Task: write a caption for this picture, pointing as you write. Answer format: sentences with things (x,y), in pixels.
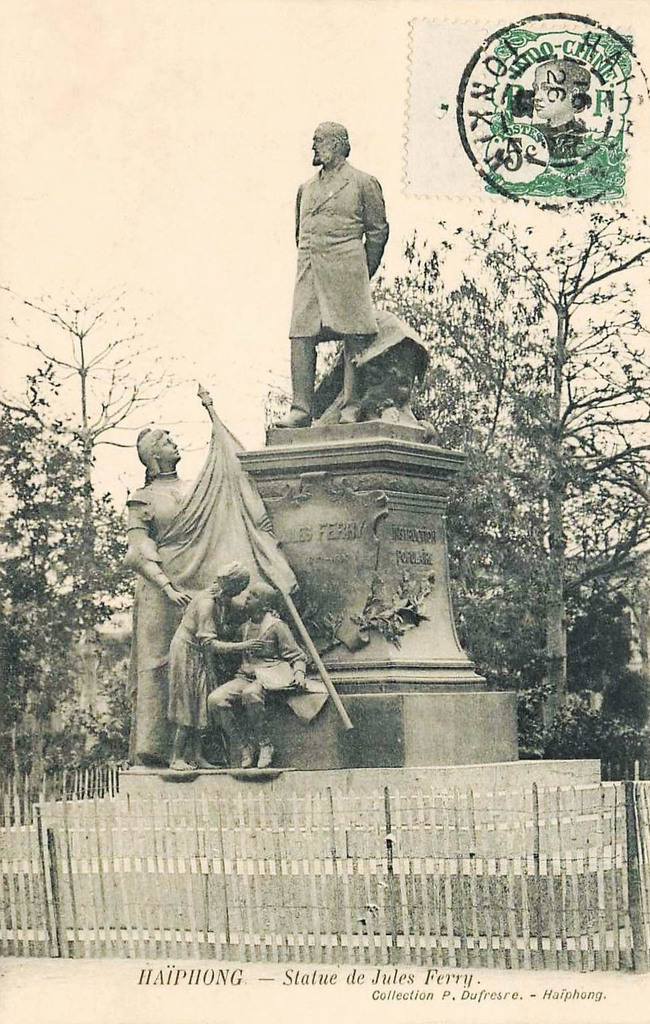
This image is a postcard. There are statues (347,510), trees (51,650), fencing (258,885). At the bottom of the image (143,978) there is some text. At the top of the image (485,74) there is a stamp (479,165).
